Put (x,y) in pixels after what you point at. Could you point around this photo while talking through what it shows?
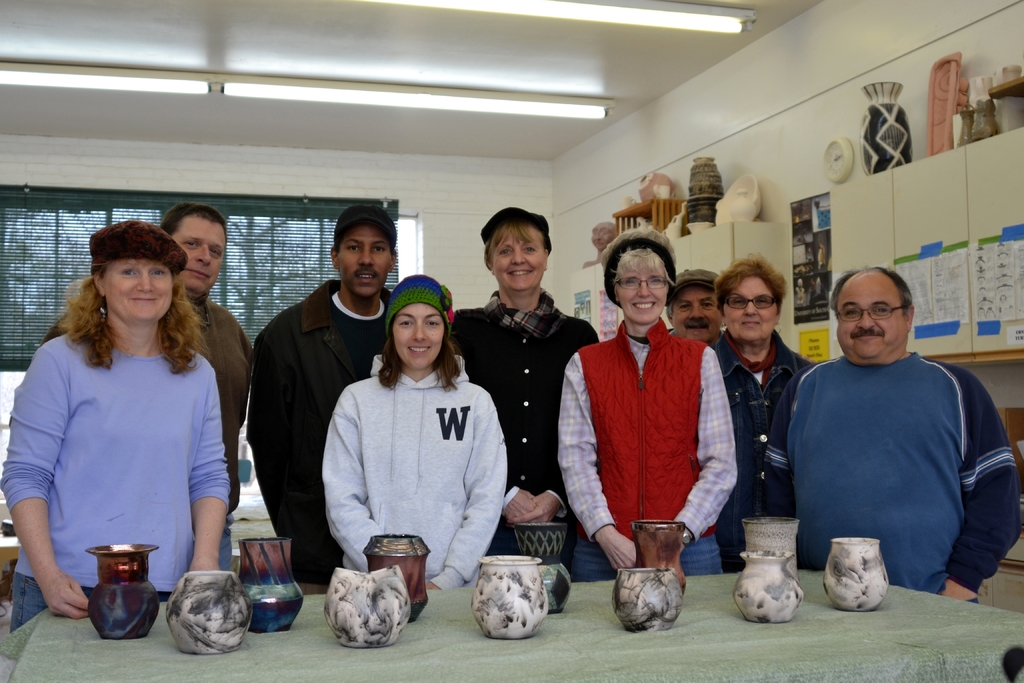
This image consists of many people (629,462). In the front (443,649), there is a table (503,665) covered with a cloth (131,667) on which, there are many bowls (208,580) made up of ceramics (345,618). On the right (834,256), there are cupboards (712,267) on which there are many objects (698,167) kept made up of ceramics (659,183). At the top (374,96), there is a roof (444,71) along with the lights (415,103). In the background (403,262), there is a window (303,283) along with window blind (295,300).
